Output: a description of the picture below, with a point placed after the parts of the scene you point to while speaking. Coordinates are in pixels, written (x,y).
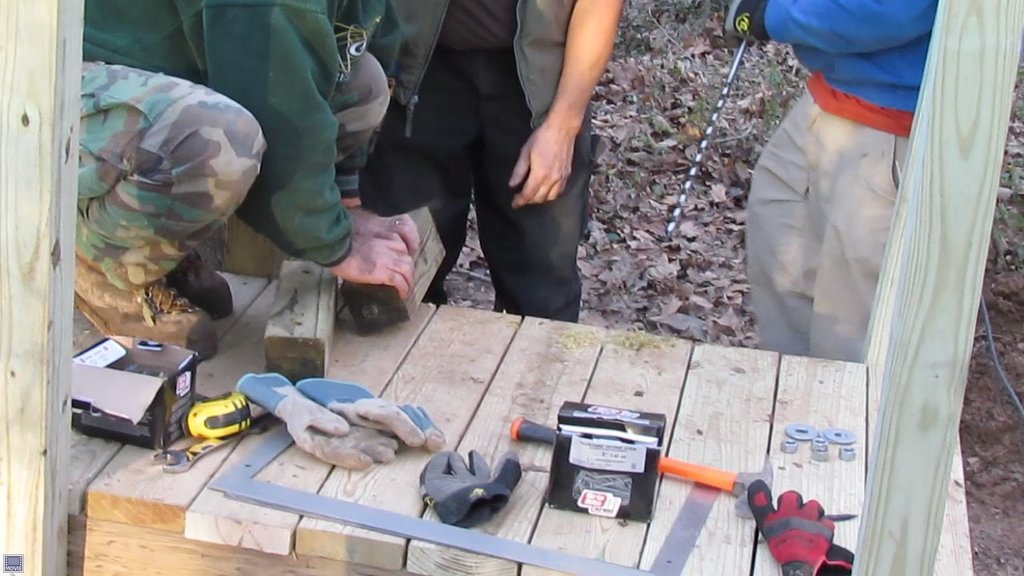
In this picture we can see two people (769,299) standing on the ground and on the table (595,376) we can see gloves (852,553), box (174,398) and a person (155,276) and in the background (631,195) we can see dried leaves (664,248).
